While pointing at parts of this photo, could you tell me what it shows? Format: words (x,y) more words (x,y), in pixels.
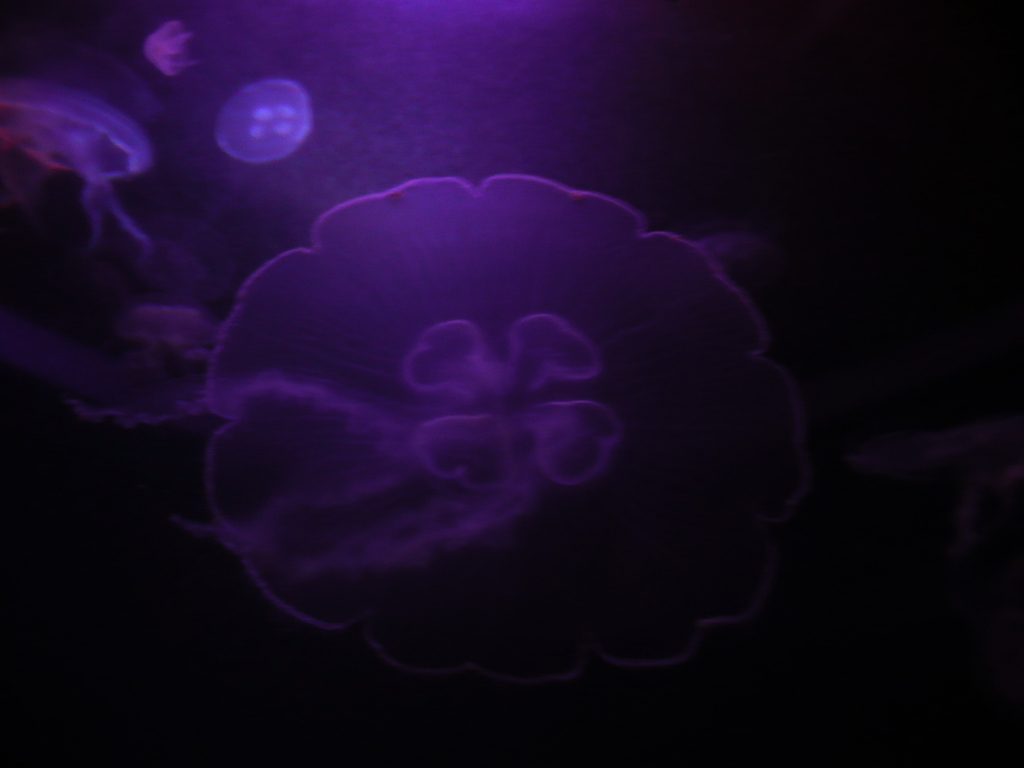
In the center of the image (602,382) there are jellyfishes (275,290).
